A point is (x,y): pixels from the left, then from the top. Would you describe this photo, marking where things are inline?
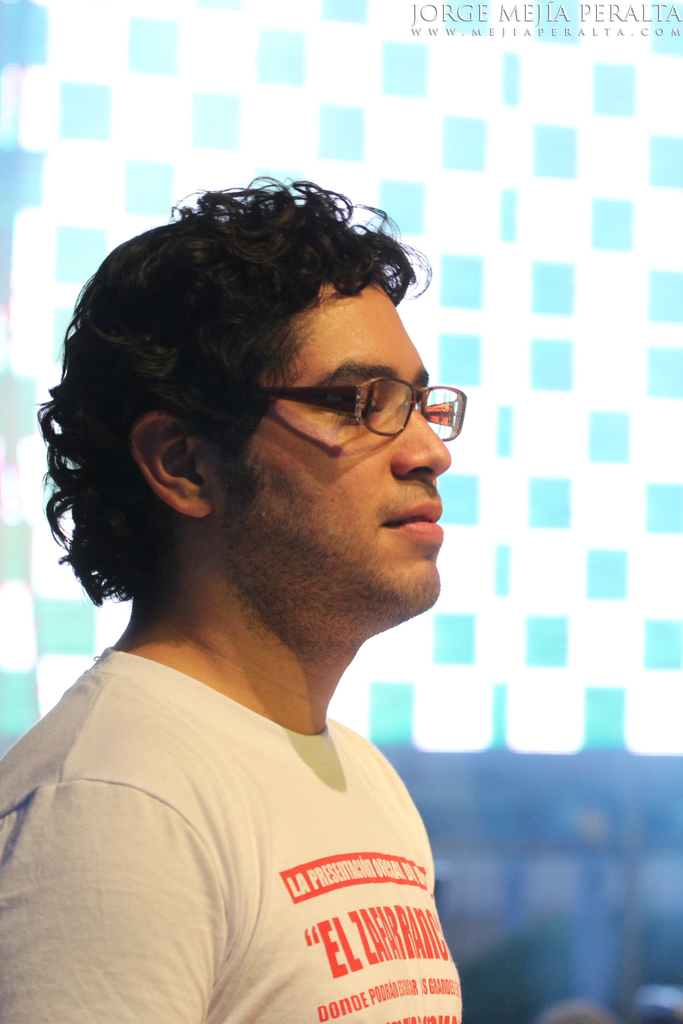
In the image we can see there is a person (262,658) standing and he is wearing spectacles (366,386) and t-shirt (191,853).
